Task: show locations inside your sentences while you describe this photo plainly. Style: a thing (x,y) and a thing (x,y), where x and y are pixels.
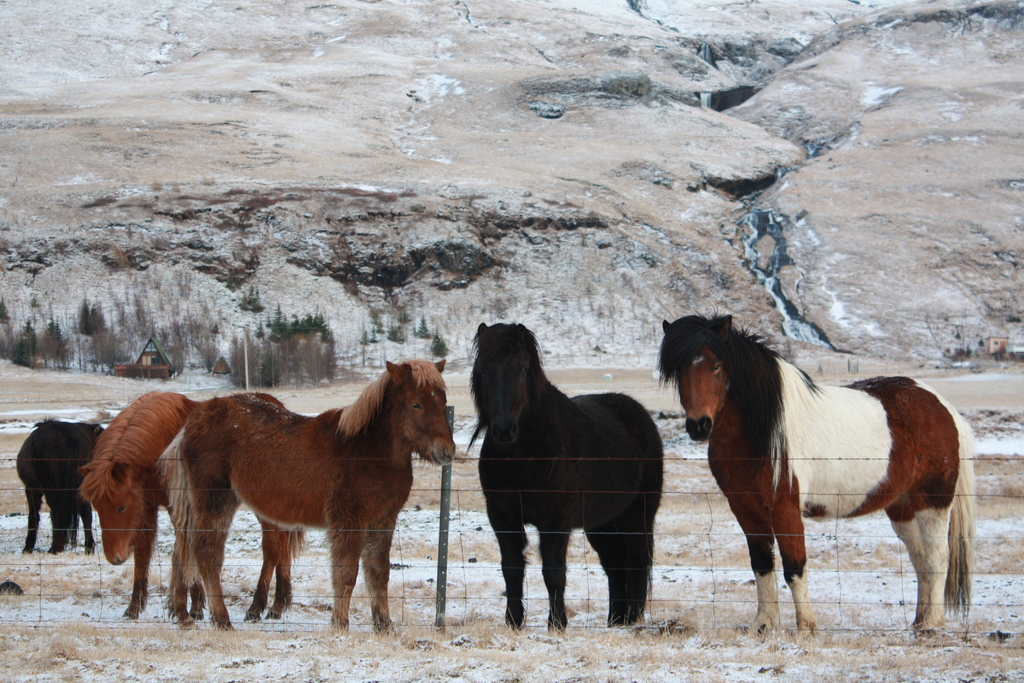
In the image we can see there are horses (289,482) of different colors. Here we can see the snow (851,607), grass (103,625), trees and the mountain (398,234). Here we can see the fence (424,489) and the pole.
